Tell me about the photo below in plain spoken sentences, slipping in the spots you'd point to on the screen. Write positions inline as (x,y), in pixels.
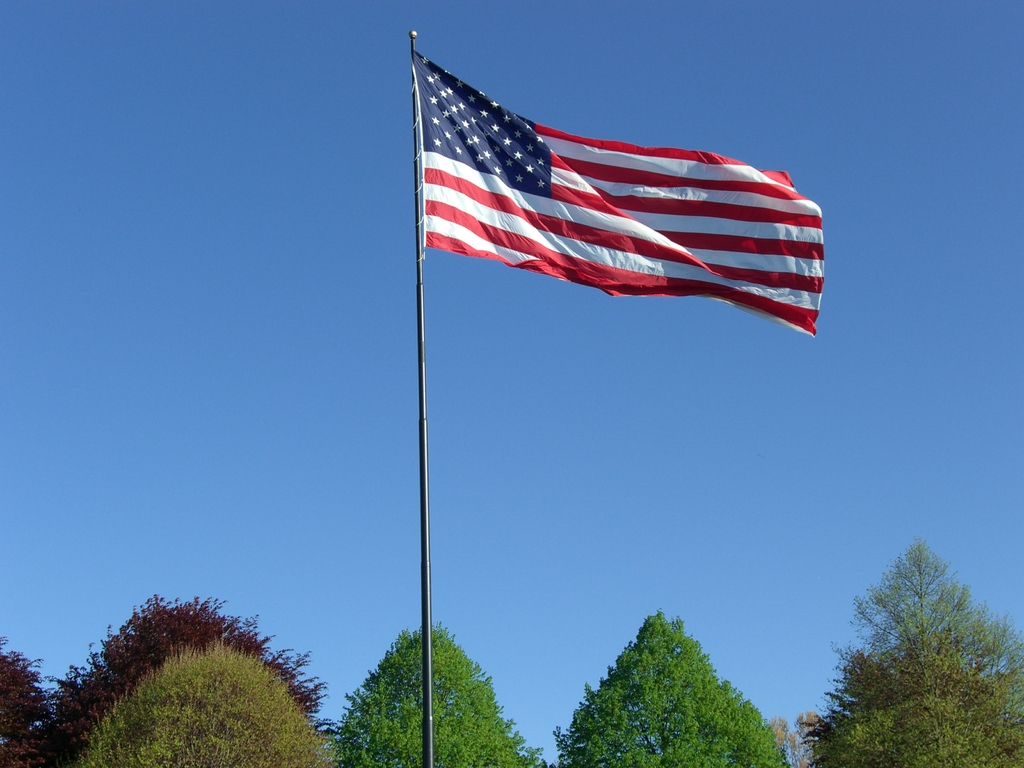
In the center of the image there is a flag (603,239). In the background of the image (579,577) there are trees (908,641) and sky (680,495).
